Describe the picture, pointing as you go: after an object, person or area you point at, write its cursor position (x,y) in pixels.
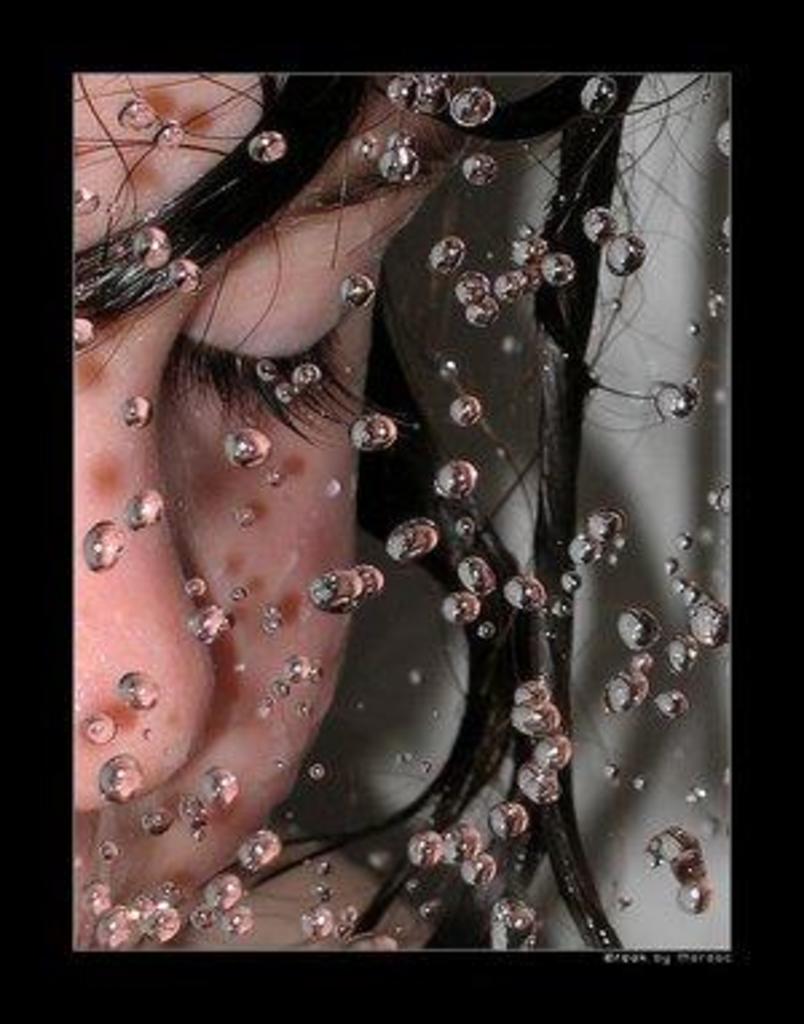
In the image there is a person (227,421) closing eyes (302,308), in the front (122,536) there are many water bubbles (627,697).
